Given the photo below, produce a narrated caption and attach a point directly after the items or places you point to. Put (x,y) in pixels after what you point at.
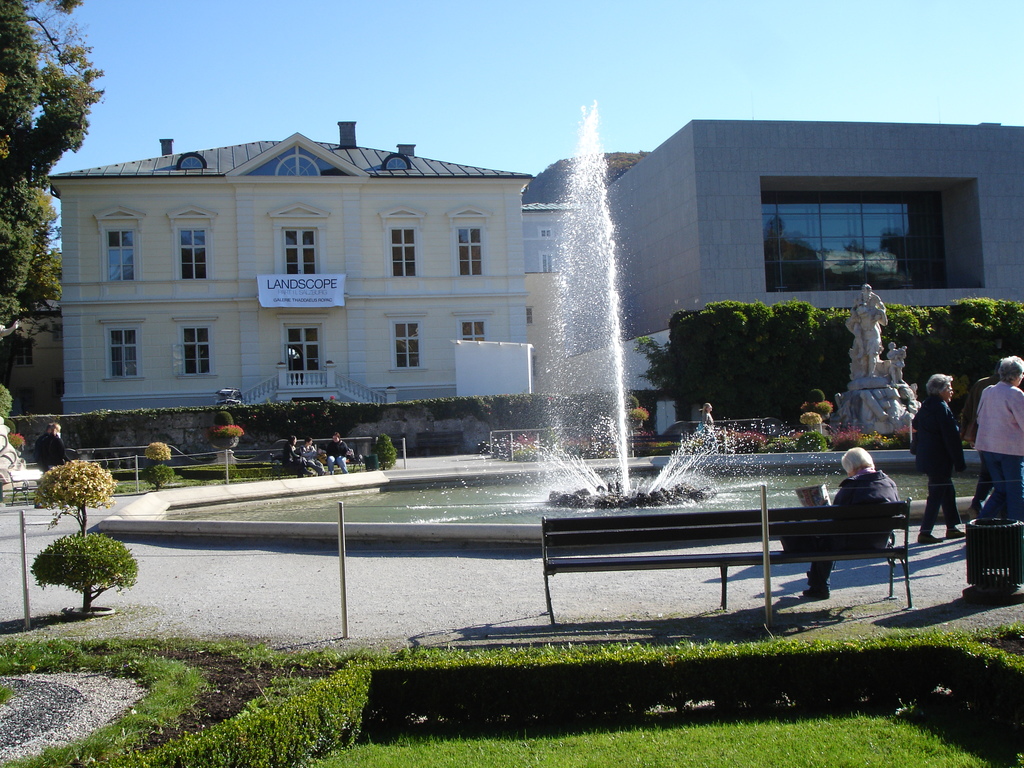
In this picture we can see grass (605,739) and bushes (498,718) at the bottom (622,750), on the right side (1012,512) there are two persons (993,501) walking and a person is sitting on a bench (897,515), we can see a water fountain (661,472), a statue (867,358), some people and plants (81,463) in the middle (602,460), in the background (811,207) there are buildings (811,207), a banner (284,287) and a tree (45,146), we can see the sky (456,36) at the top of the picture (456,36).
